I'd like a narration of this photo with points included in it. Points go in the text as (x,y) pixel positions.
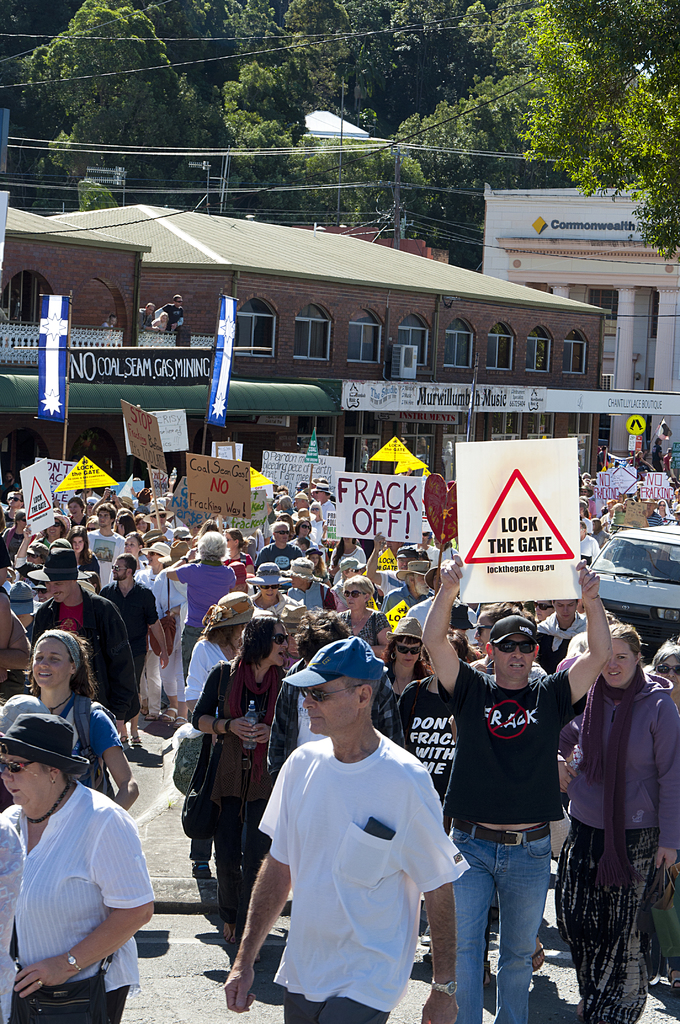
In the image we can see there are people (346,705) standing on the road (262,1012) and they are holding placards (574,489) in their hand (587,586). Behind there are buildings (434,382) and there are trees (565,79).
